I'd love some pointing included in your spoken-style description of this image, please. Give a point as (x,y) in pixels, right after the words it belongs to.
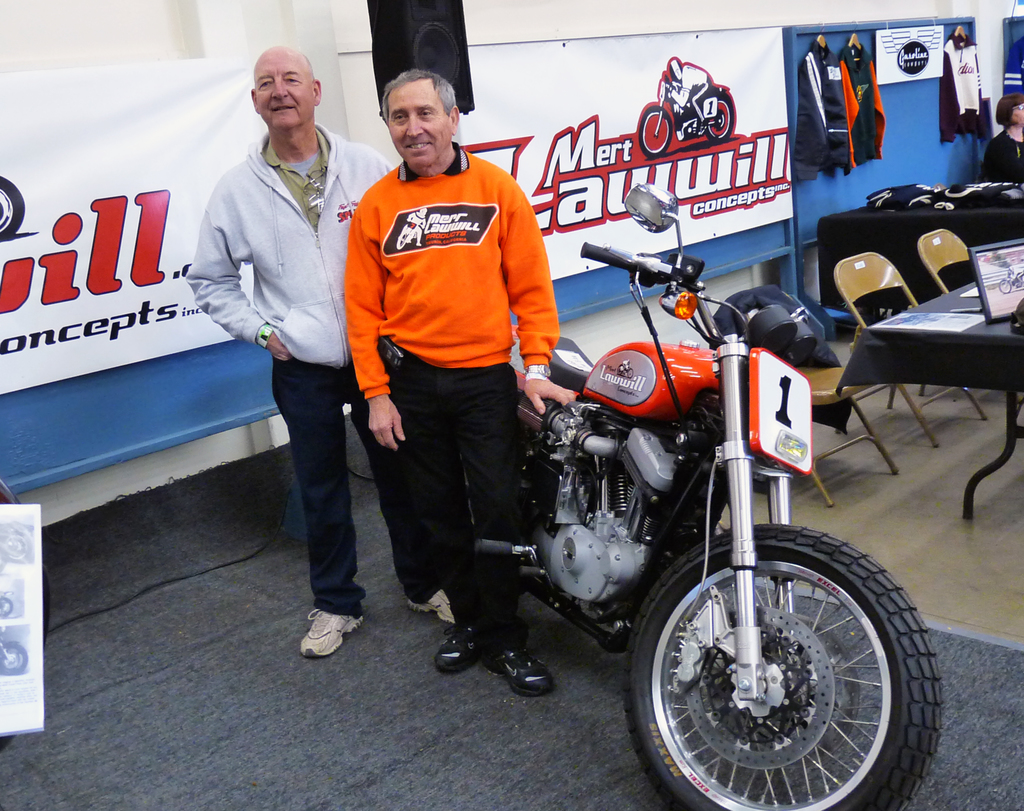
There are two men (525,303) in the picture and a bike (788,528) among them the one is wearing the orange color hoodie (466,242) and the other is wearing ash color jacket (293,222) and also we have three chairs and three other jackets (976,53) on the wall (931,83).
